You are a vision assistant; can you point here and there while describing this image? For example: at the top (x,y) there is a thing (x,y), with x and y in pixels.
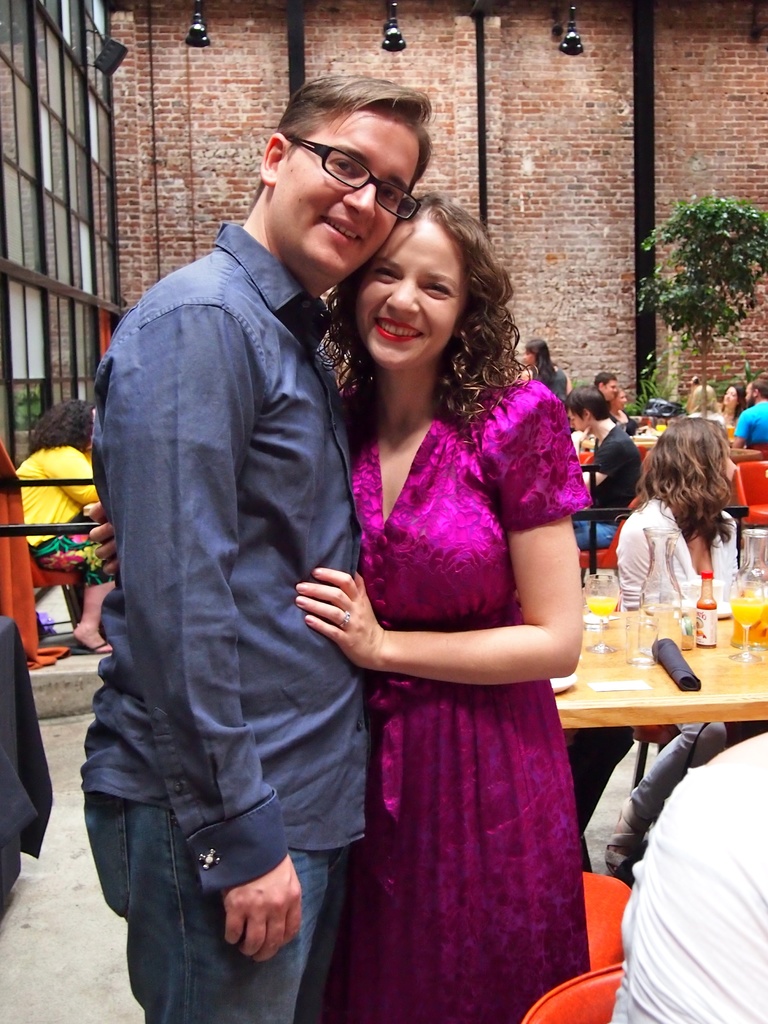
In the picture we can find a man (156,549) and a woman (453,525) they both are smiling. In the background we can find a brick wall (146,159) which lights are attached to it, just behind the man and woman (456,515) there are many people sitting on chairs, near the tables (573,707). On the tables (568,691) we can find a glasses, bottles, juices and plant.
